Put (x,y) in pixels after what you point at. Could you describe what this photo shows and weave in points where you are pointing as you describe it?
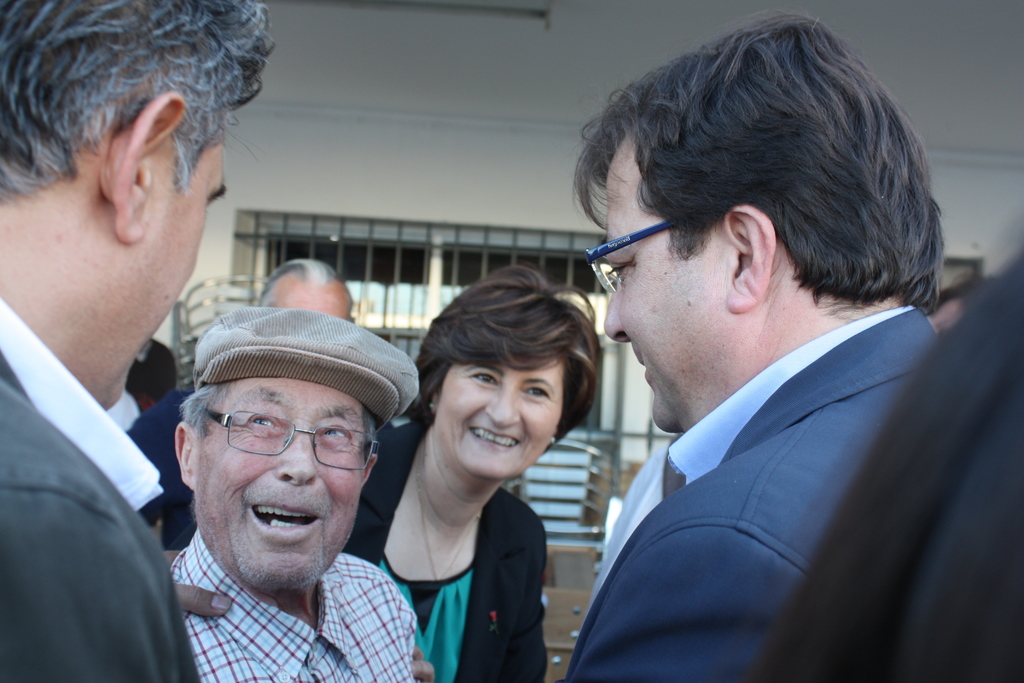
In the foreground of this image (382,487), there are people (510,547). In the background (545,196), there is a wall (547,207), window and it seems like chair (576,516).
